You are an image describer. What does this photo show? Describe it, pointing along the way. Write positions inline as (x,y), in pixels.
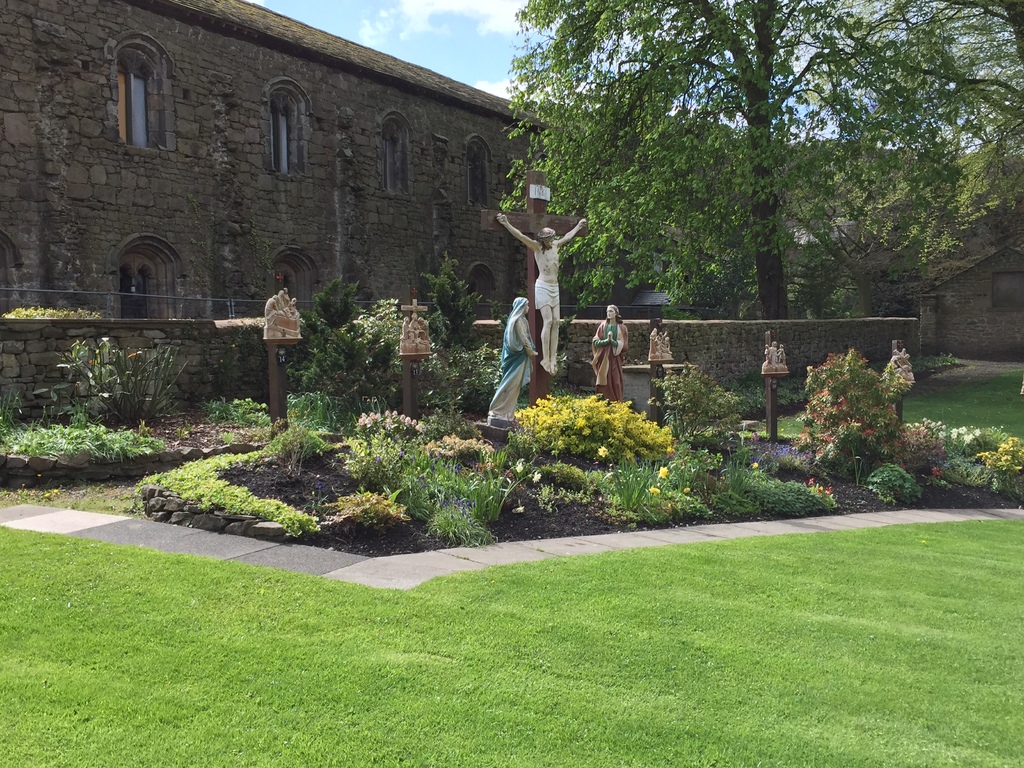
In this picture I can see there are statues (554,238) here, I can see that there are some plants (349,463), grass (227,621), a walkway (440,572). In the background (402,275) there is a wall (156,346), a building (348,223), trees (668,164) and the sky (430,59) is clear.
